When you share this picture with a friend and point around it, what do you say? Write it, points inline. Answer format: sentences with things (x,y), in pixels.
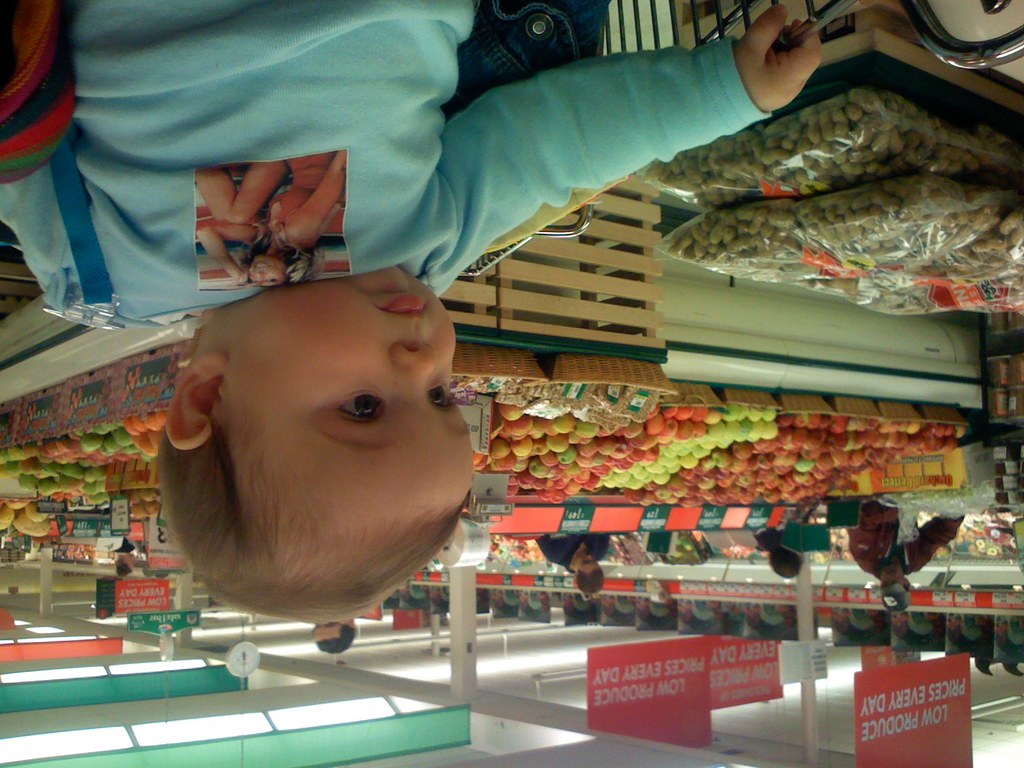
In the picture we can see a baby (434,523) in blue T-shirt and behind the baby (336,545) we can see baskets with full of fruits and some people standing and to the ceiling (224,633) we can see the lights (227,725) and boards (620,699).
